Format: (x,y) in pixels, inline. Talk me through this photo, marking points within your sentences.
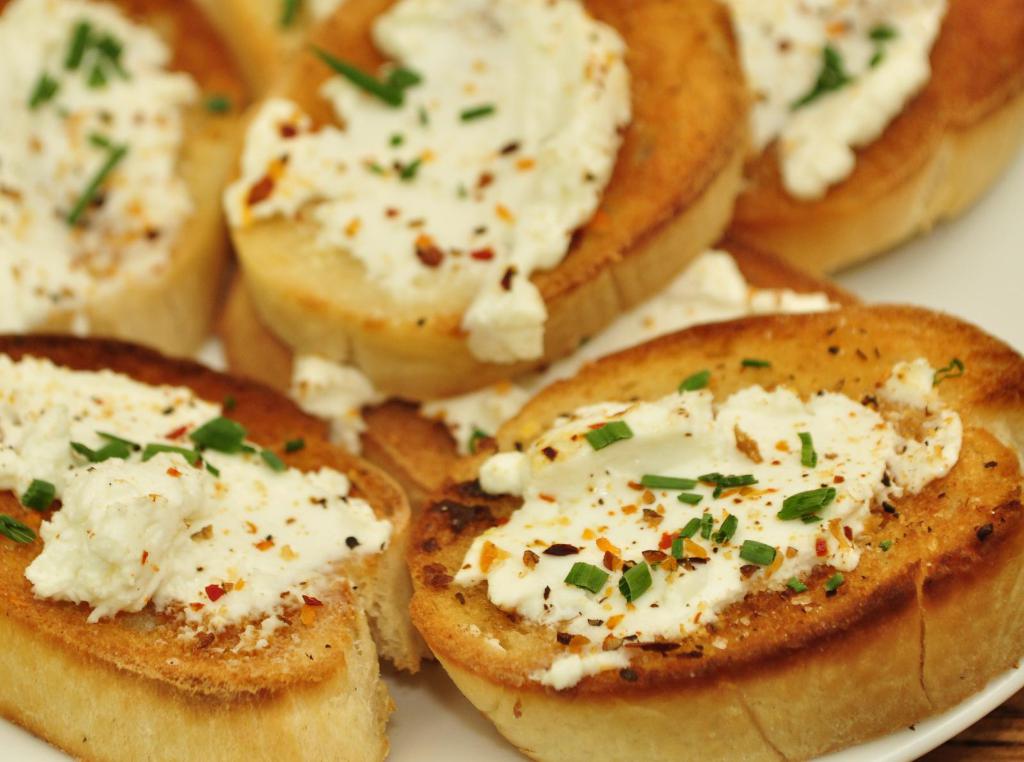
In this image I can see there are bread slices (536,737) with cheese (635,523) and other ingredients (684,553) on it.
